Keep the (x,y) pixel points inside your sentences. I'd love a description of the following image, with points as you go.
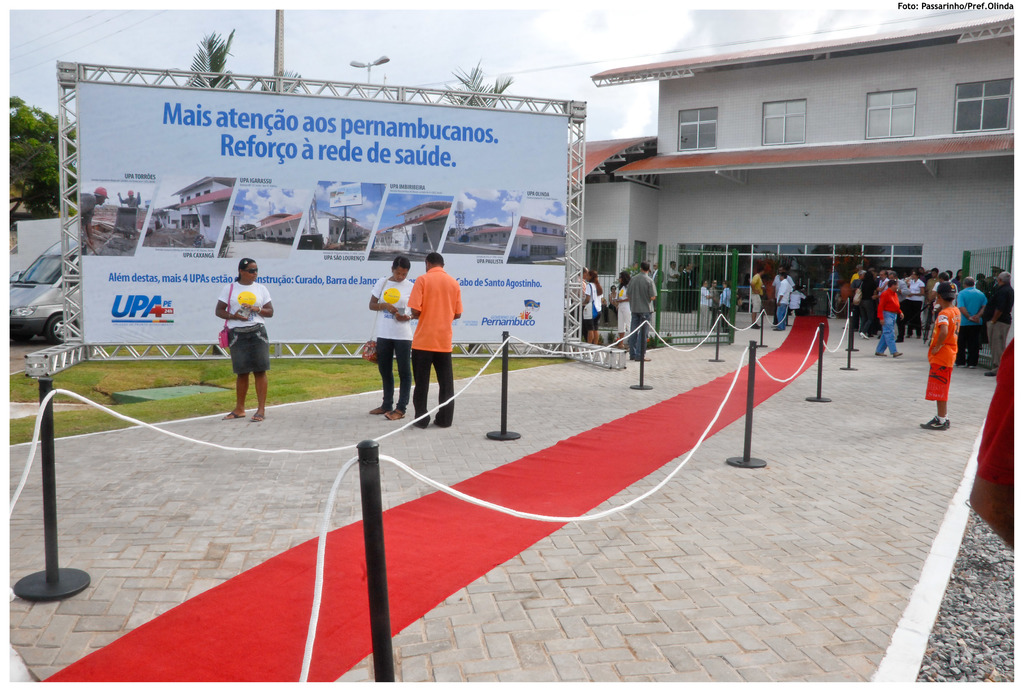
In this picture we can see one building (722,239), in front (687,425) few people (874,331) are standing and one red carpet (315,645) is placed.
